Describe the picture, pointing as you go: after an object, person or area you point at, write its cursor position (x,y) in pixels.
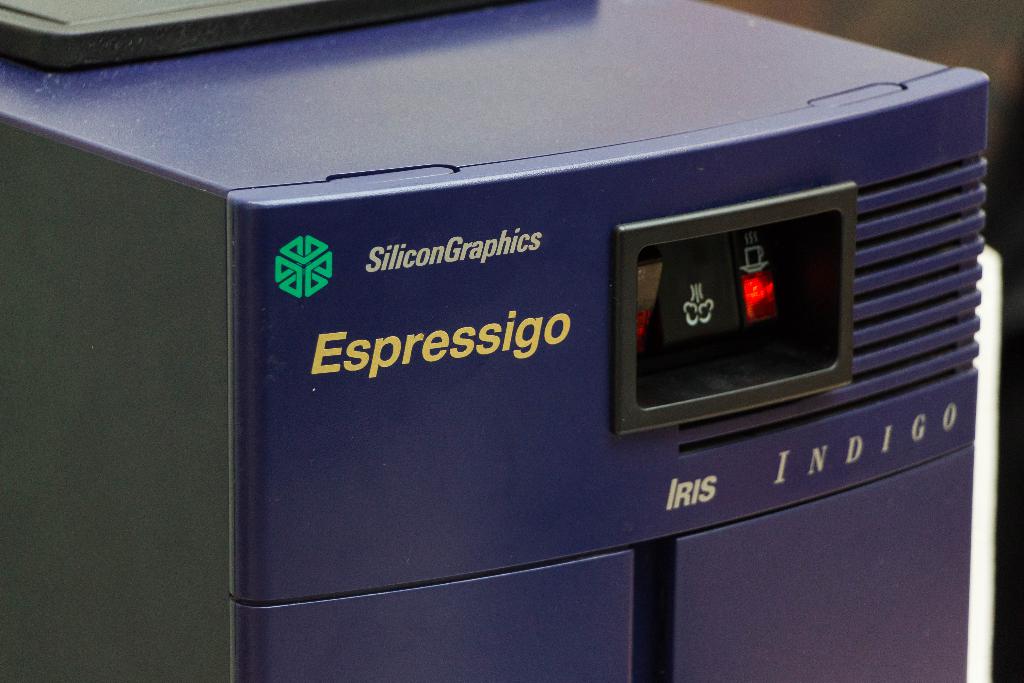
In this image there is a coffee machine (582,352) in the middle (665,277).
